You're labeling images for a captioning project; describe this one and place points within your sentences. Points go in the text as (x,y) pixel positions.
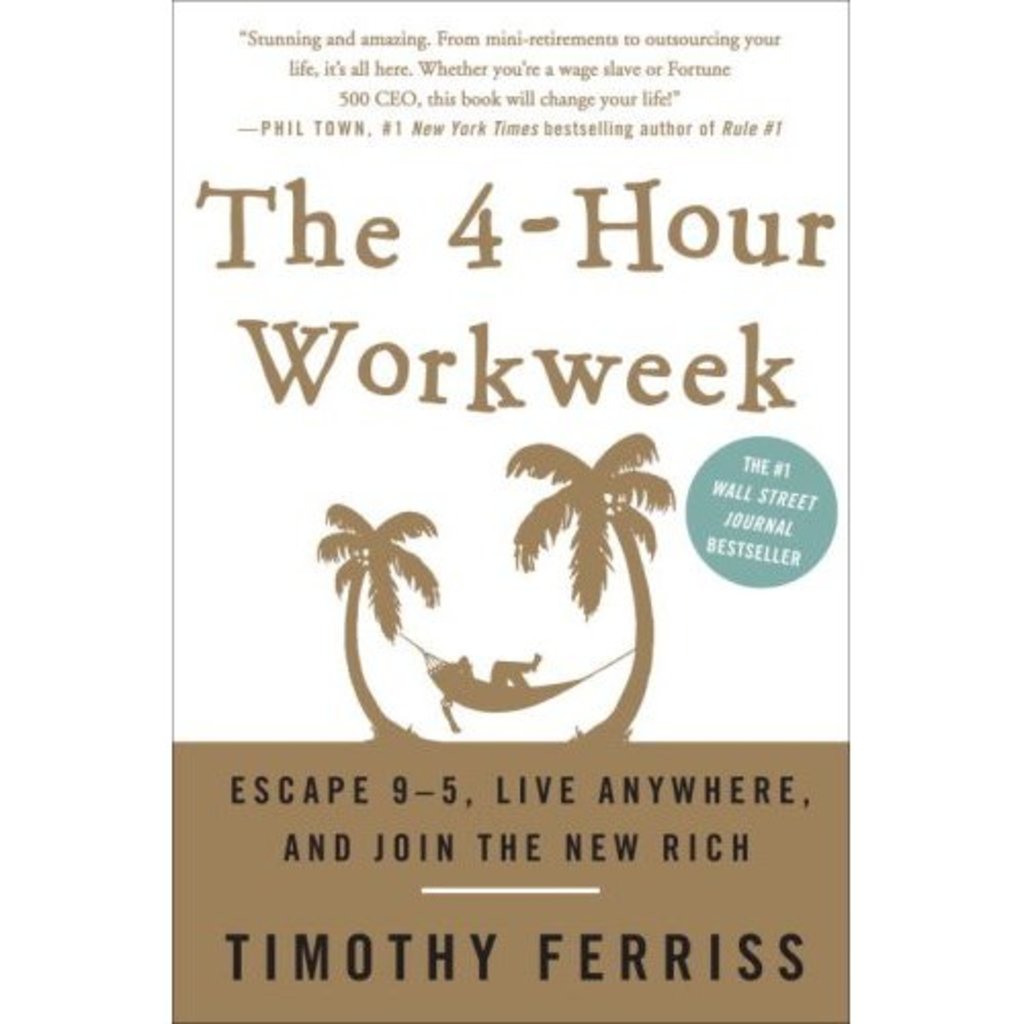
In this image we can see a poster (523,268) with text (550,383) and a picture (575,626).
